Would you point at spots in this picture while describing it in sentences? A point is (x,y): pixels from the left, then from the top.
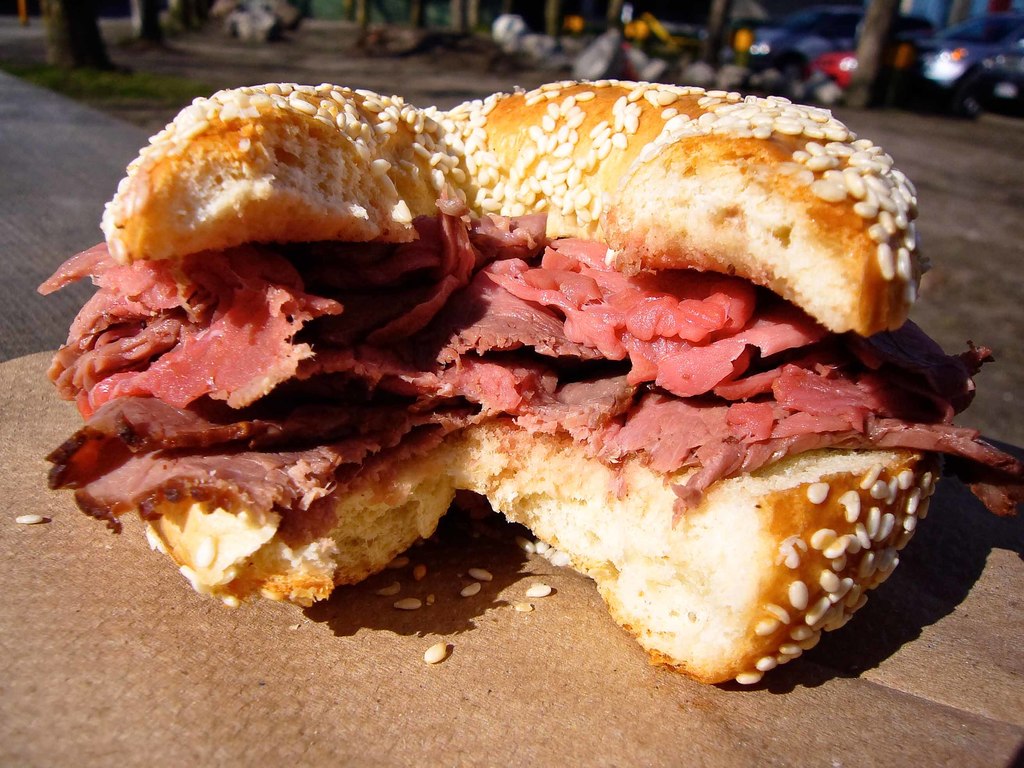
In this picture we can see food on the wooden surface (299,614). In the background of the image (956,47) it is blurry and we can see vehicles (1011,56), tree trunks (860,100) and ground (153,55).
